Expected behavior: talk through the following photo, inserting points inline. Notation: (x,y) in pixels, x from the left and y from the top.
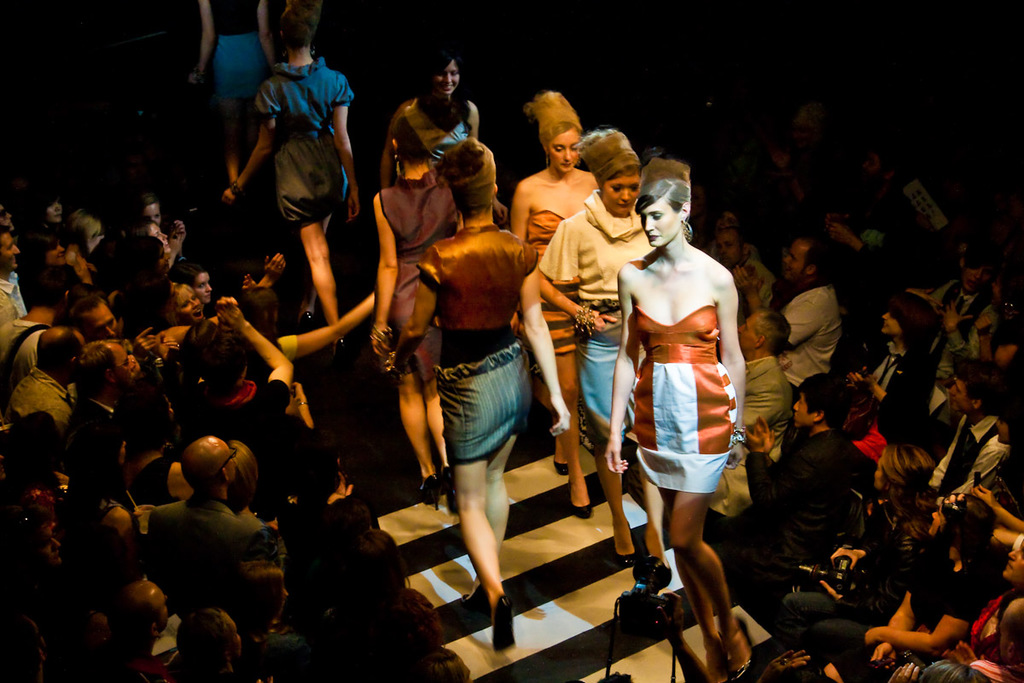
In this image there are ladies (466,250) walking on a ramp (526,442), on either side of the ramp (608,523) there are people (728,483) sitting on chairs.
